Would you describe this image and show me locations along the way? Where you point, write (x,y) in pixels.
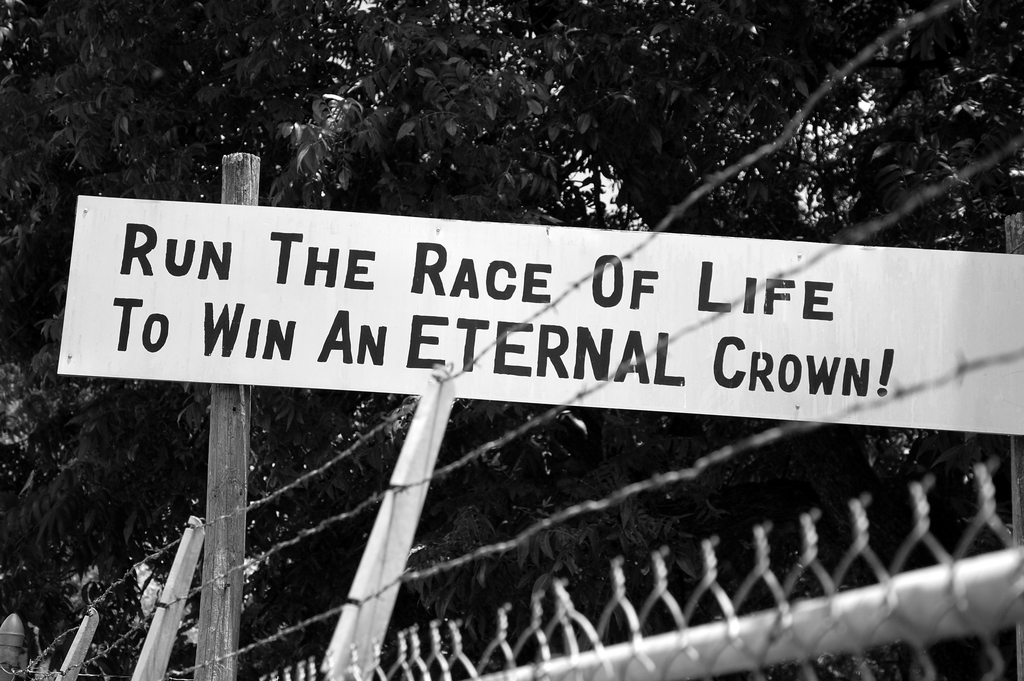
In the image we can see the board (519,330) and text (579,375) on the board (511,358). Here we can see a fence (379,554), pole (208,492) and the leaves (416,88).
